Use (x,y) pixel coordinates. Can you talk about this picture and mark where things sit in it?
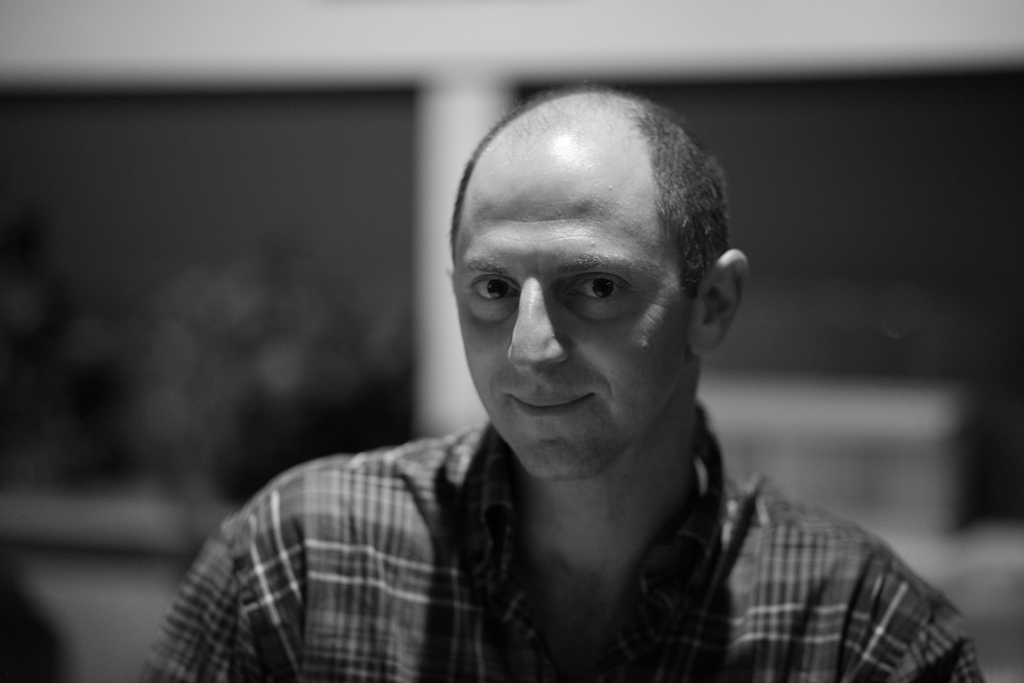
This is a black and white picture of a person (274,634) smiling, and there is blur background (352,55).
